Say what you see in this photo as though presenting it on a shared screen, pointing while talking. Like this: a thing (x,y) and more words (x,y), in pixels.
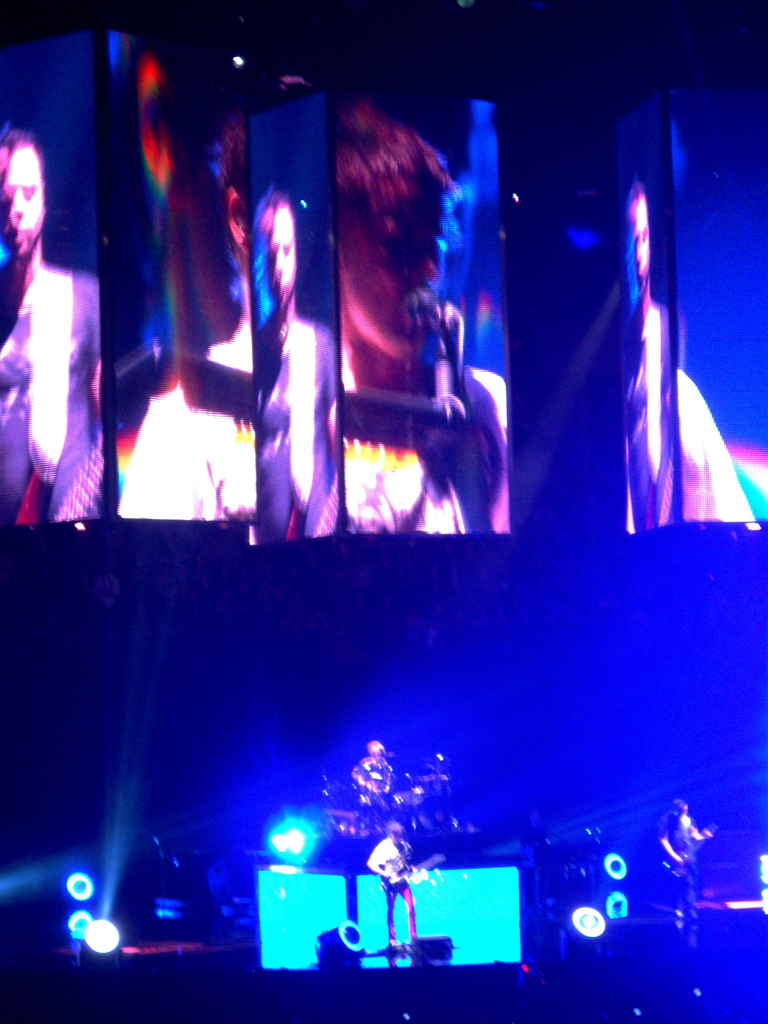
In this picture there is a person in the center of the image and there are spotlights (609,867) at the bottom side of the image (761,911) and there are screens (353,286) at the top side of the image (414,250).
